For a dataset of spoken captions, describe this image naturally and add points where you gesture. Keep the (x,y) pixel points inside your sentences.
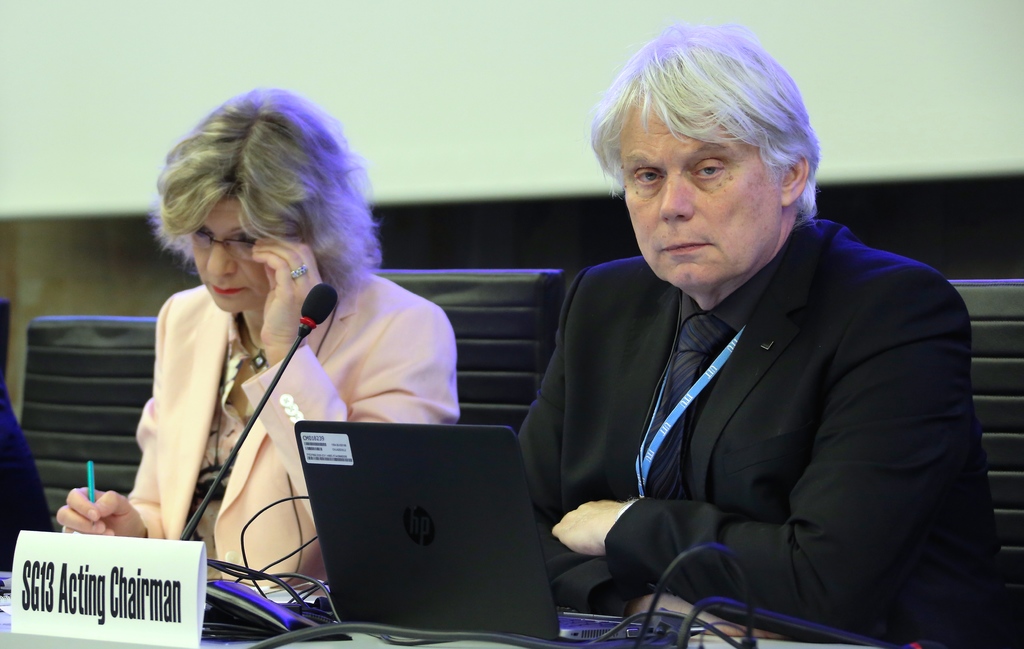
In this image we can see two people (696,360) are sitting on the black chair (536,341). One is wearing black color suit (819,401) and the other one is wearing light pink color coat (297,397). In front of them table (250,642) is there. On table (420,648) wires (262,576), mic (242,612), laptop (416,583) and name plate (86,590) is present.
